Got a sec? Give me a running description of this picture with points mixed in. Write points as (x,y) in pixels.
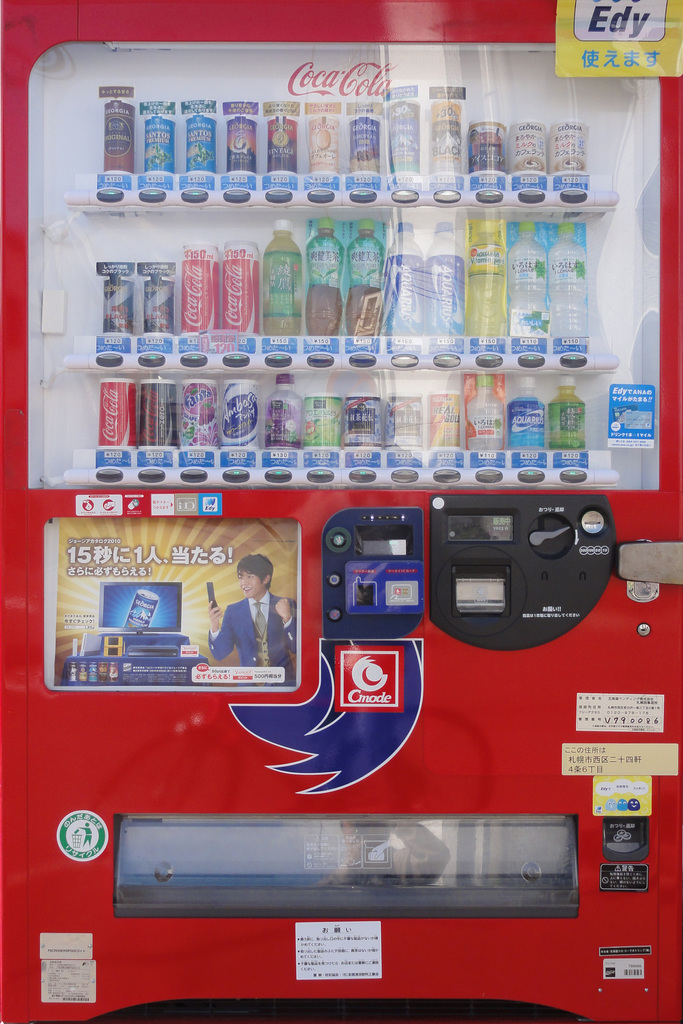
In this picture we can see a machine (101,327) with bottles (497,331) and tins (166,330) in it and on this machine (155,74) we can see some posters (171,632).
